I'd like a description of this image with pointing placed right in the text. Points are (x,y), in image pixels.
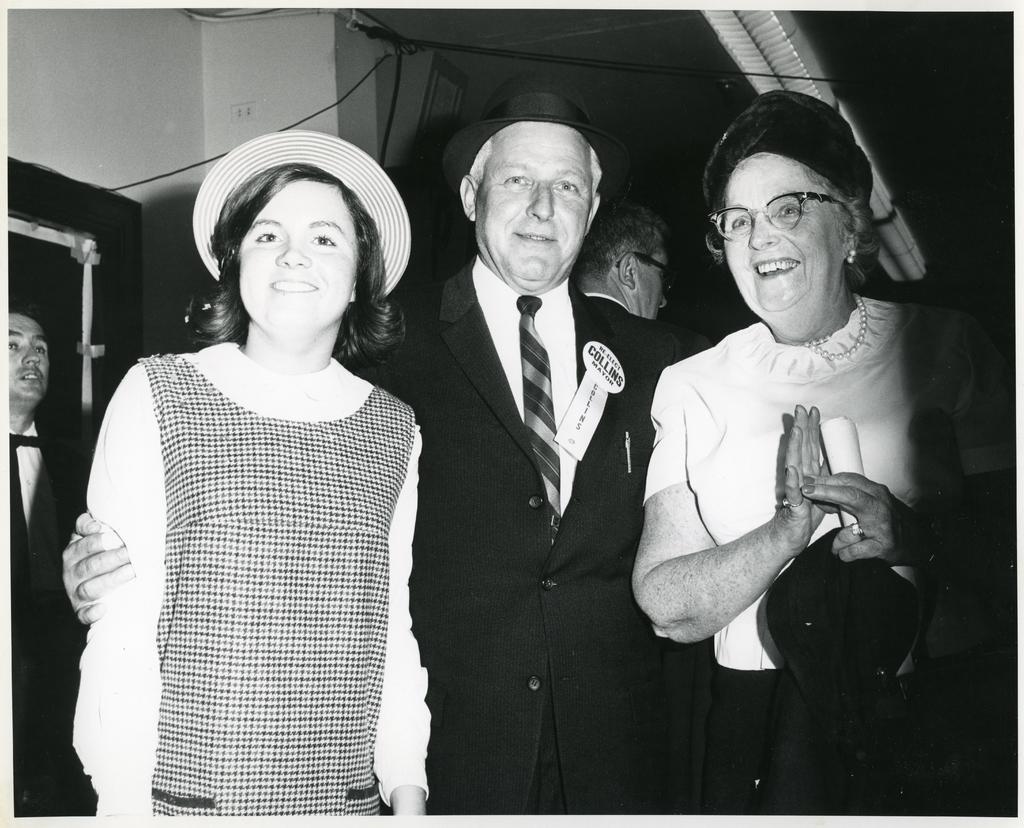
In this picture I can see there are three people (526,430) standing here and among them there are two women (669,604) and they are smiling and the man (543,468) is standing in between them. In the backdrop (27,99) there is a wall (169,162).
